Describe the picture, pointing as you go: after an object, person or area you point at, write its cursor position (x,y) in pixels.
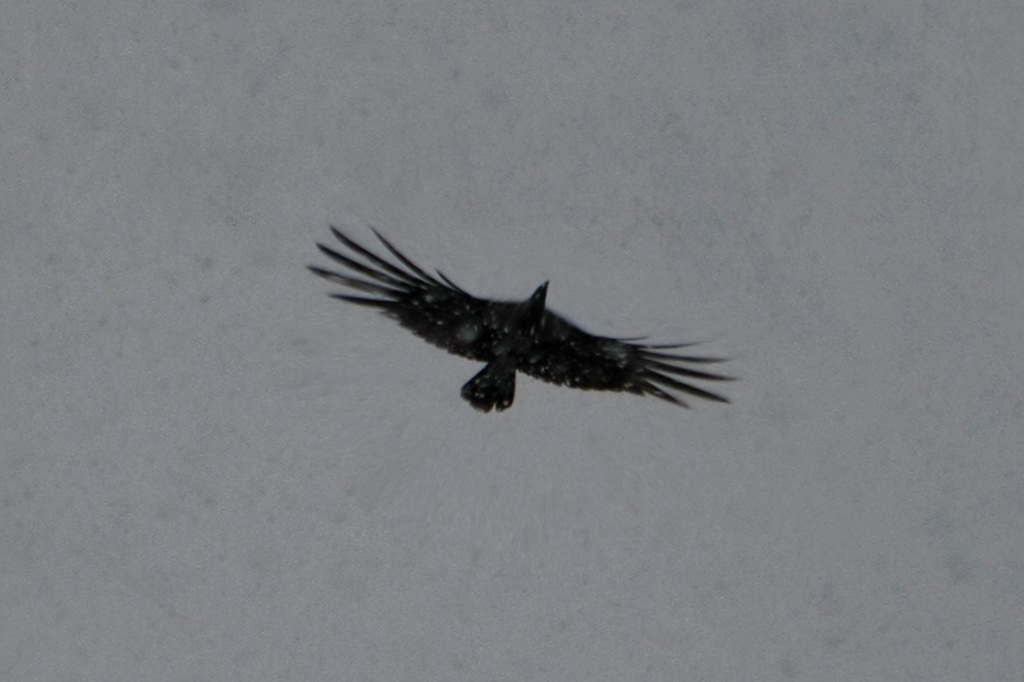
In this image we can see a bird (489,359) flying in the sky (679,445).
